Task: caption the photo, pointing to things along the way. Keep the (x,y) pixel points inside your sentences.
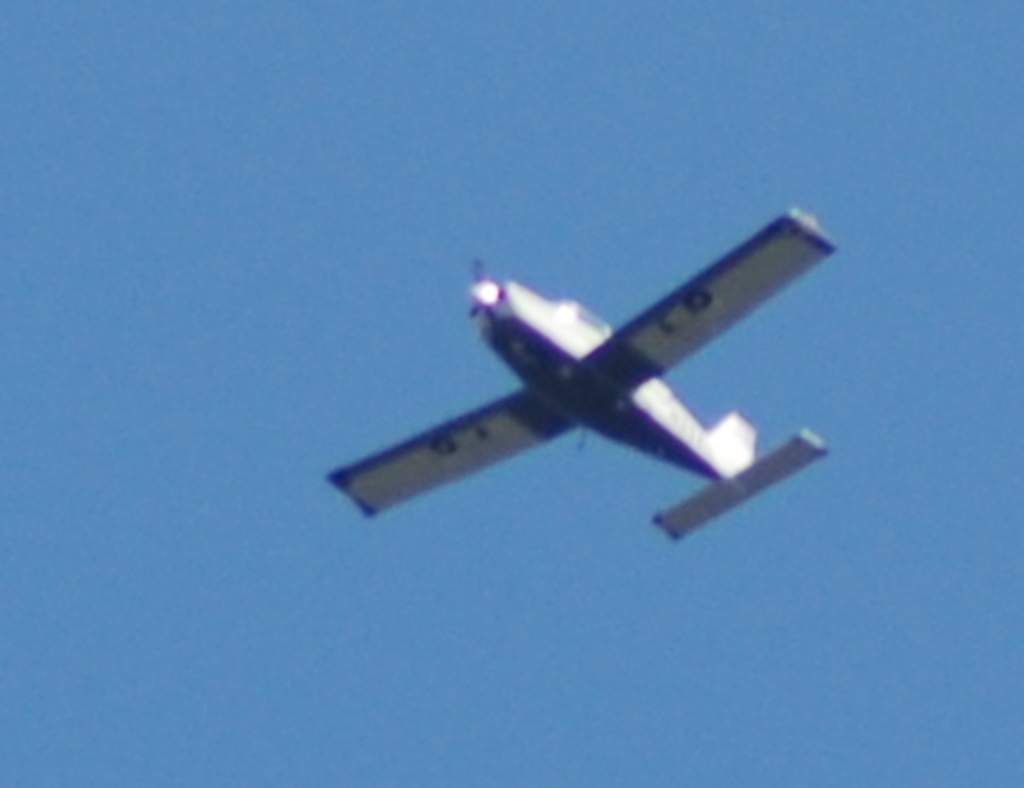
This picture shows a propeller plane (409,481) and we see a blue sky (549,118).
